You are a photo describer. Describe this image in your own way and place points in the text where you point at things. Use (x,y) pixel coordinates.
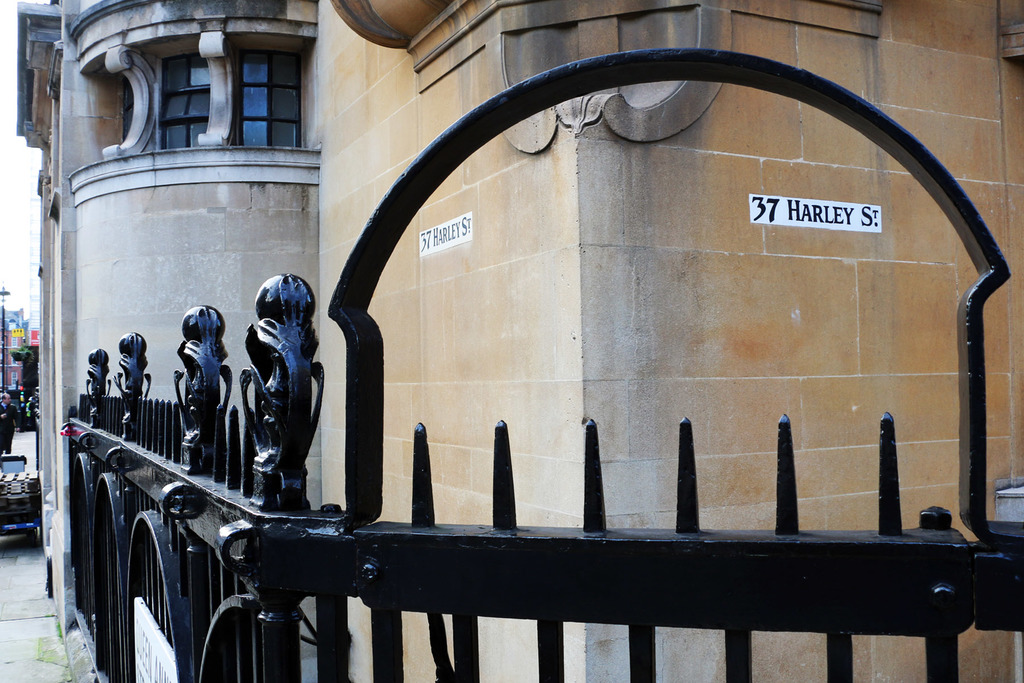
In this image we can see a building (711,250) with windows (172,141). There is a black color fencing (331,509). At the bottom of the image (44,659) there is floor (21,648). To the left side of the image (3,443) there is a person (17,417).
